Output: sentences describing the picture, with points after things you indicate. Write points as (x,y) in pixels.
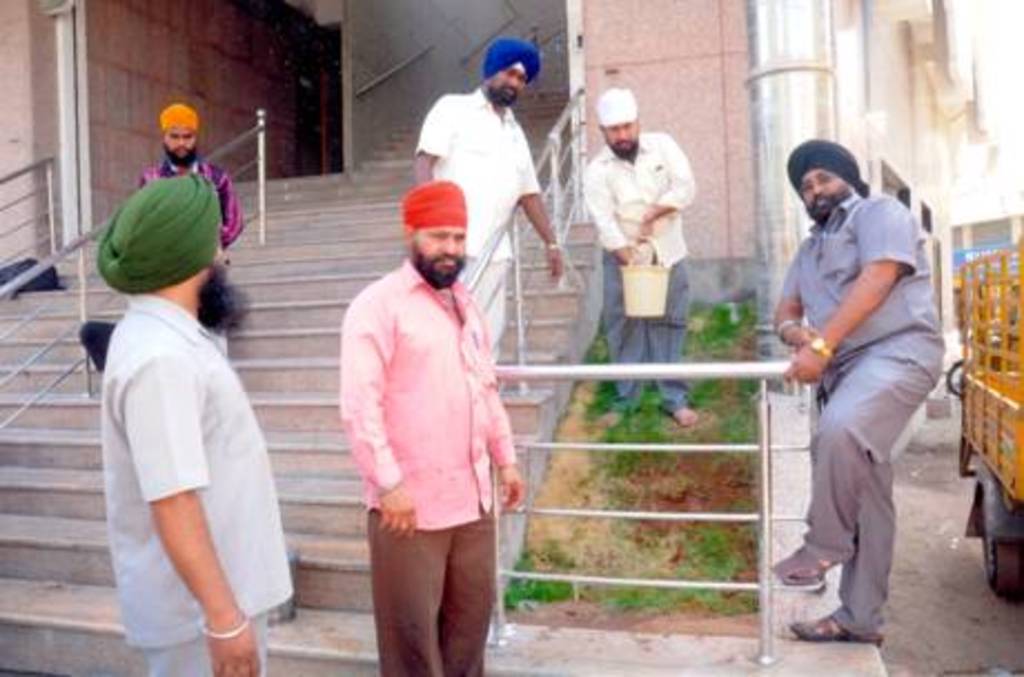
There are people (214,300) standing and this man (628,223) holding a bucket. We can see plants (636,427), railings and steps (281,270). Behind this person (879,489) we can see a vehicle (1002,348). In the background (444,16) we can see walls (412,15), building (858,130) and pole (810,62).
